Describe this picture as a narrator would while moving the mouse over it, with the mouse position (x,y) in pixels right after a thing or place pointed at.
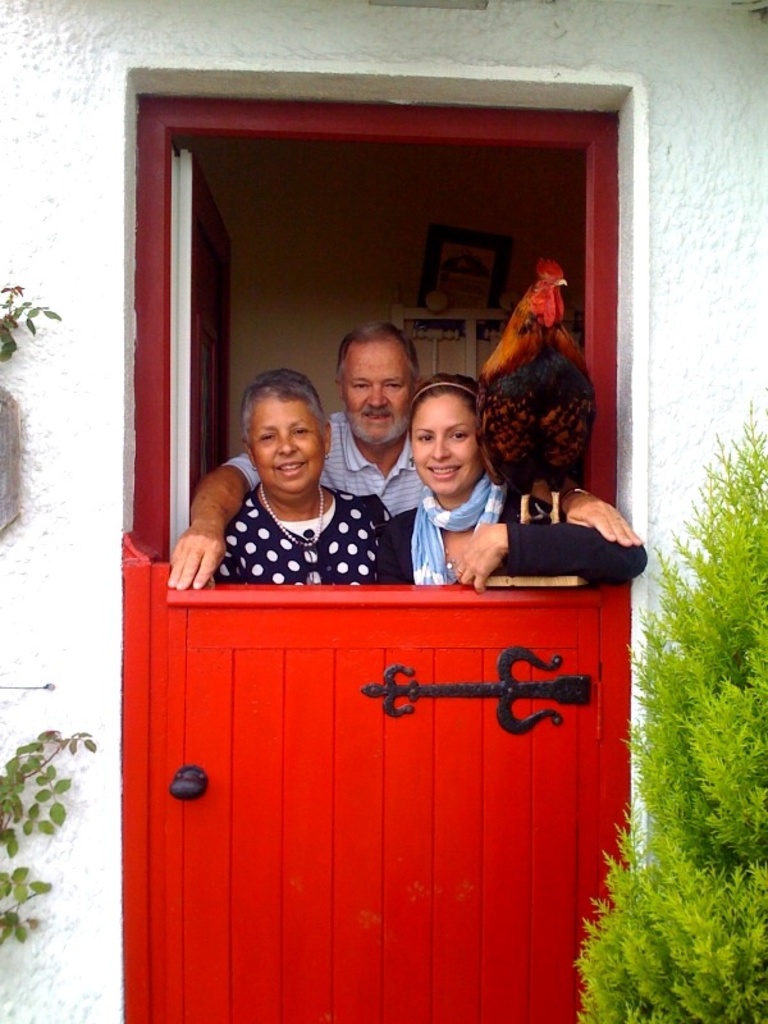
In this image on the right side (701,747) there is a plant (720,744). In the background (332,630) there is a door (272,680) which is red in colour and there are persons (327,502) smiling and there is a bird (568,423). On the left side (11,798) there are leaves (15,812) which are visible and in the background (466,280) behind the persons (396,371) there is a frame (460,269) on the wall (404,266).
